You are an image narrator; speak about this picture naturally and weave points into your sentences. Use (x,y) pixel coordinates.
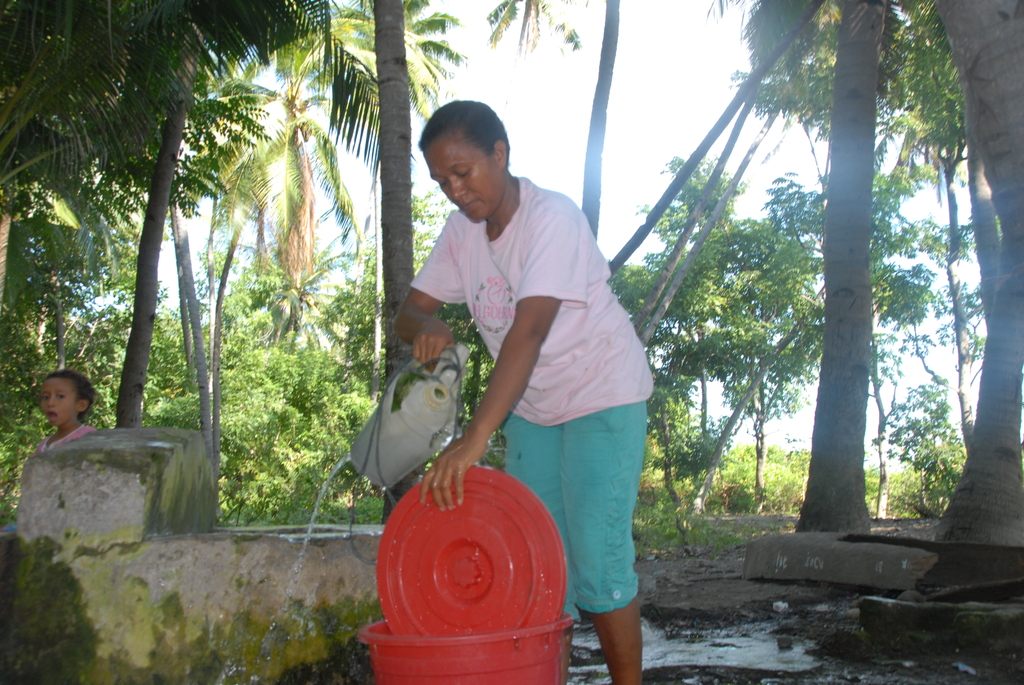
In this image in the foreground (548,360) there is one person (525,390) who is holding some water pot (406,447), and in front of her there is one bucket (454,579). And in the background (107,387) there are some trees (731,139) one pole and pavement (158,553), at the top of the image (510,113) there is sky (659,121) and at the bottom (769,665) there is some water (766,649).
